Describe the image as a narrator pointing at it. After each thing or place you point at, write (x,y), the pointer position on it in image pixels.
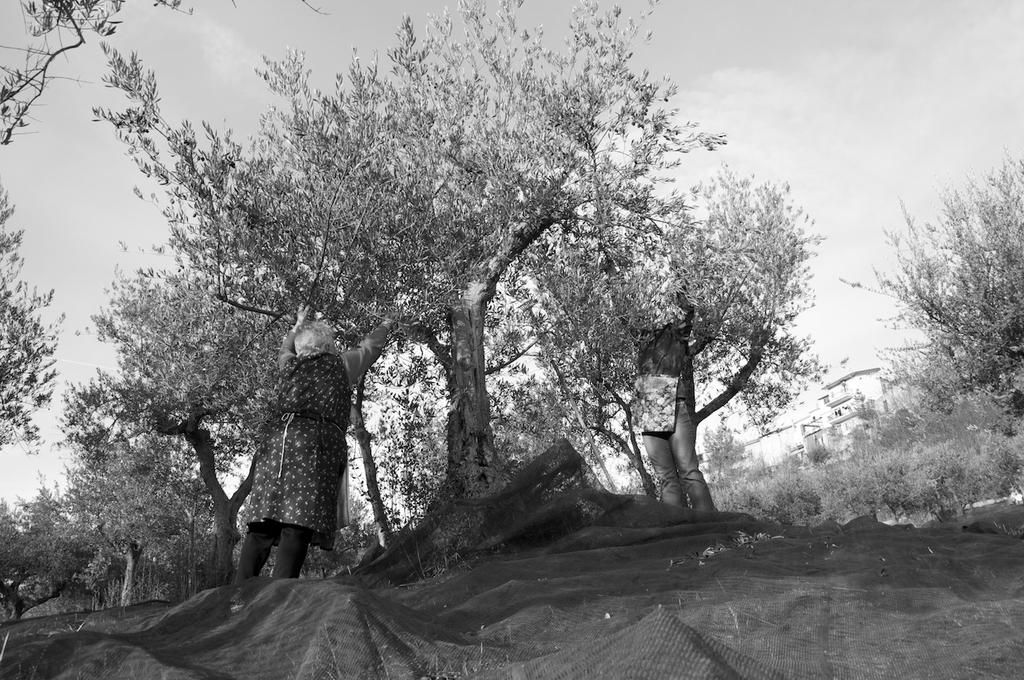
In this image there are trees (121,442) and we can see people (281,409). In the background (801,99) there is sky (821,119) and we can see buildings (796,423). At the bottom (479,581) there is a net (708,636).
